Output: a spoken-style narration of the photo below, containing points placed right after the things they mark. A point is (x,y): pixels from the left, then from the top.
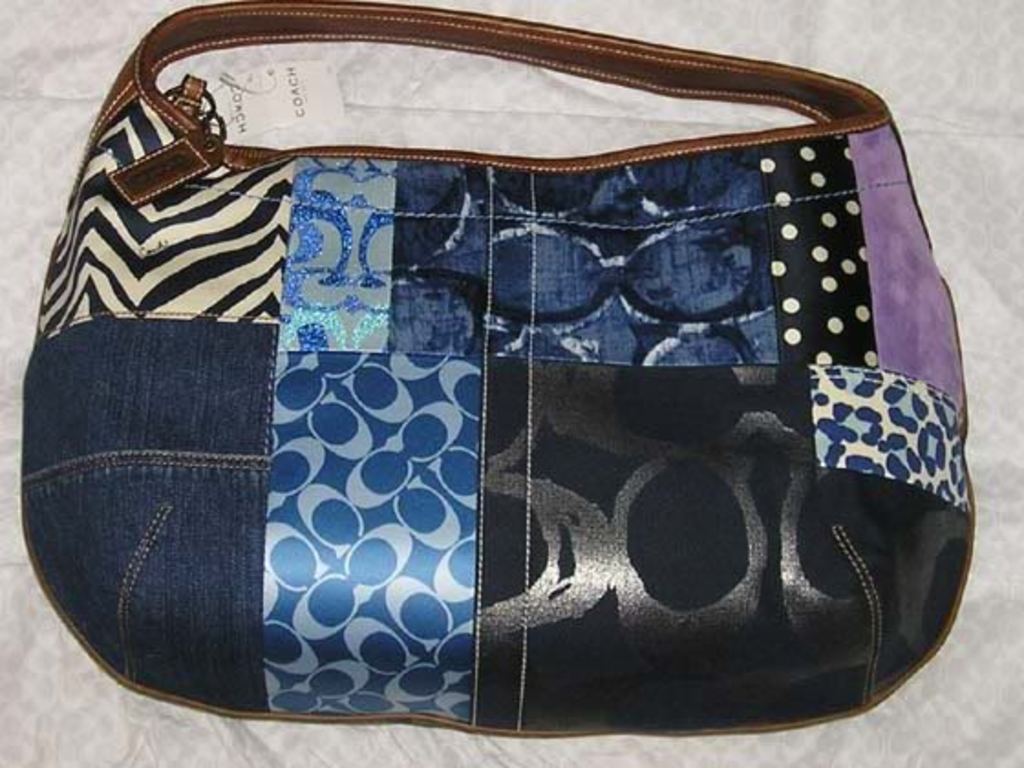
This picture describe about the blue color multi fabric patterns (322,399) and denim ladies purse (644,553). On the top (810,91) we can see the brown leather handle (533,59), On the left (211,192) we can see the zebra pattern leather (150,266), On The right (860,433) we can see cheetah pattern cloth (829,404) and blue pattern design fabric (361,587).
